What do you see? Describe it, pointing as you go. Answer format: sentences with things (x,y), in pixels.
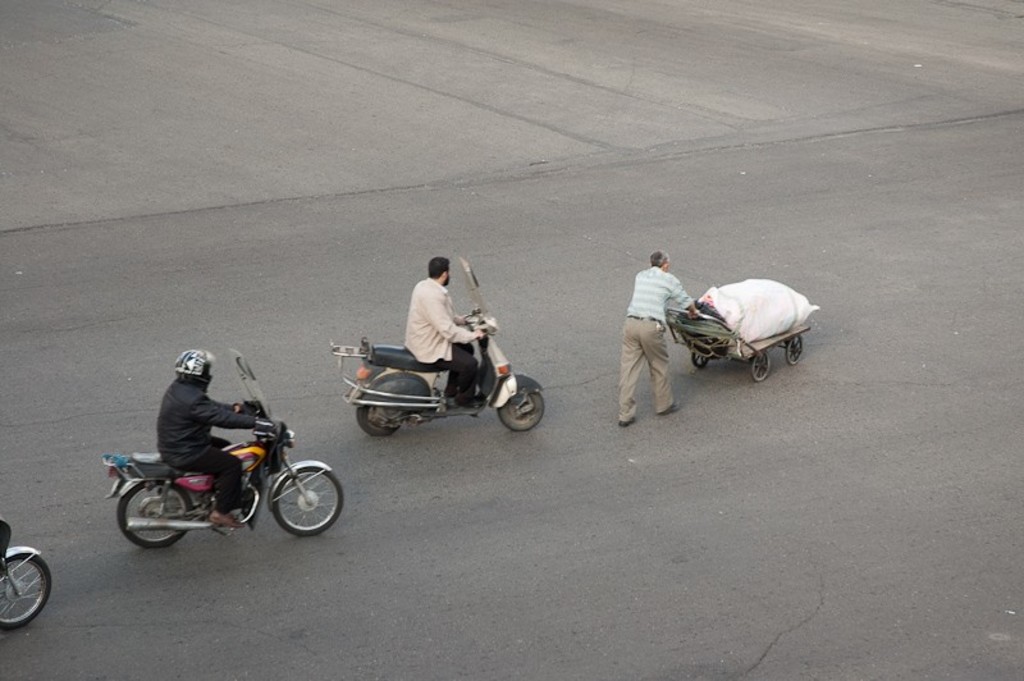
In the foreground of this picture (519,345), there are two men (459,392) moving on cycle (392,420) on the ground (501,485) and another man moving cart (766,343) on the ground (687,387).
